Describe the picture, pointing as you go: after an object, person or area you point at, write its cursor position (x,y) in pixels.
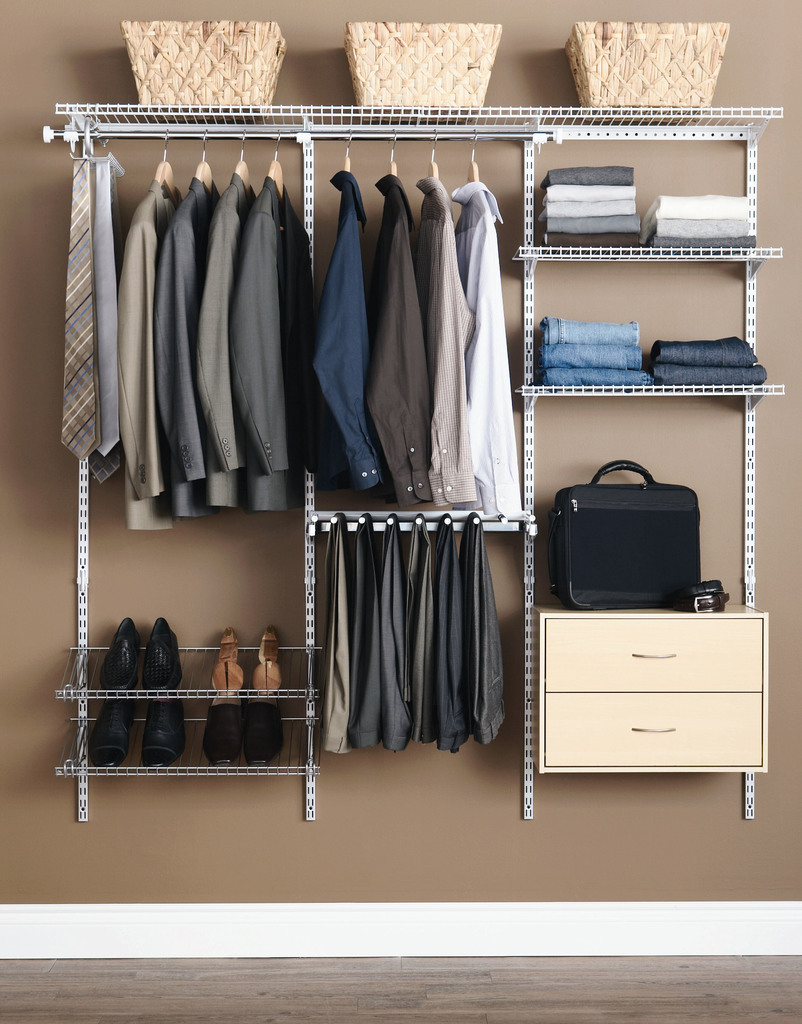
In this image there are suits (208,308) on the hanger (268,174), there are shirts (410,250) on the hanger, there are trousers (406,604) on the hanger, there are shoes (223,731), there is a bag (608,510), there are jeans (603,345), there are objects (203,42) on the shelves (446,108), there is the ground (269,982) truncated towards the bottom of the image (380,989), there is an object (575,722) on the wall (553,839), at the background of the image (670,774) there is the wall (494,827) truncated.
